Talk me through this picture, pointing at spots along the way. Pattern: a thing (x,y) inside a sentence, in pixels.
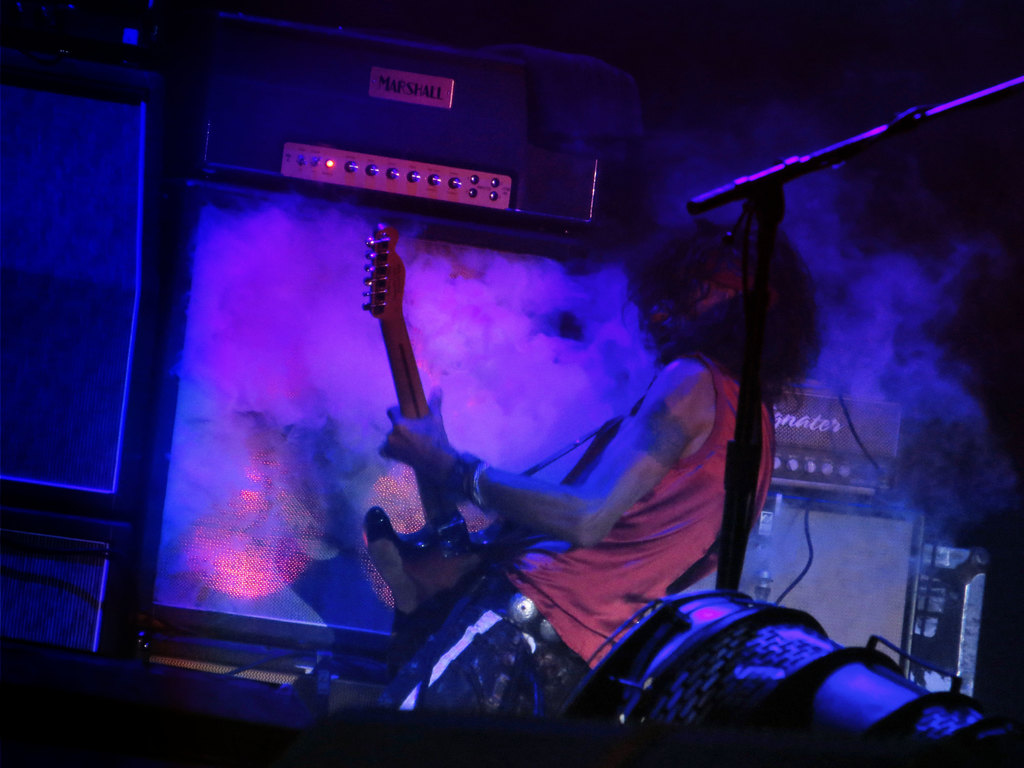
In this picture there is a man (647,494) standing and playing a guitar (397,322) in his hands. In the background (493,379) there is a smoke (264,381).
